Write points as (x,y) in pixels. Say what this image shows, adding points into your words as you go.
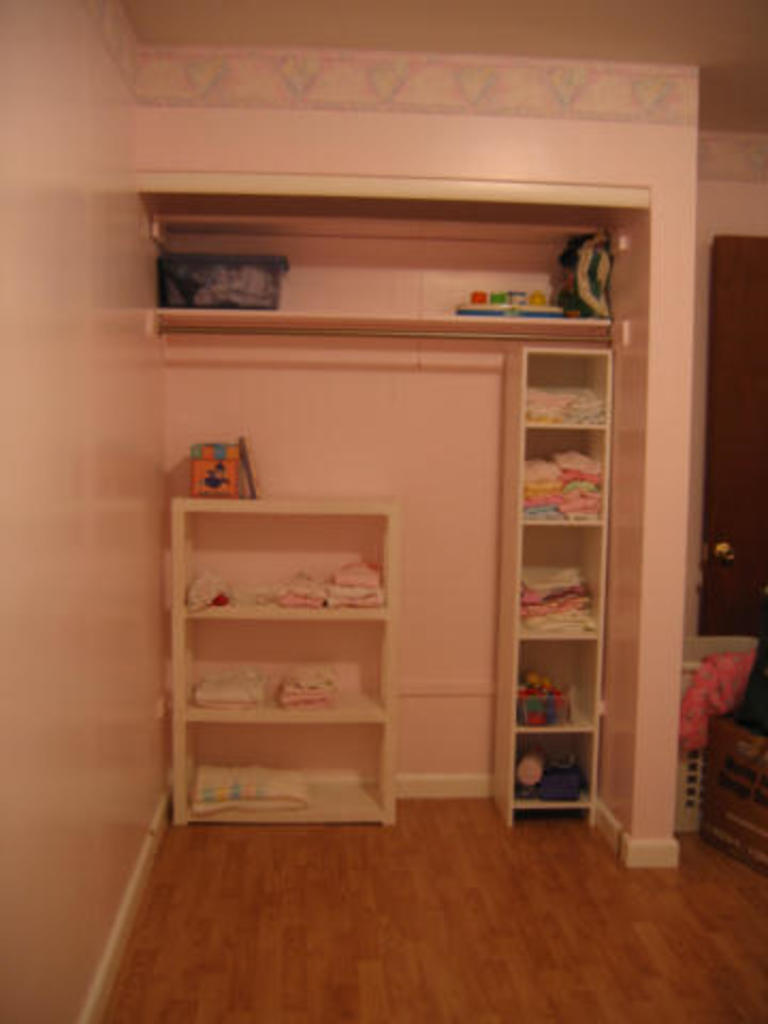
In this image we can see some shelves (270,707) in which there are some clothes (551,410) and there is door (706,568).
